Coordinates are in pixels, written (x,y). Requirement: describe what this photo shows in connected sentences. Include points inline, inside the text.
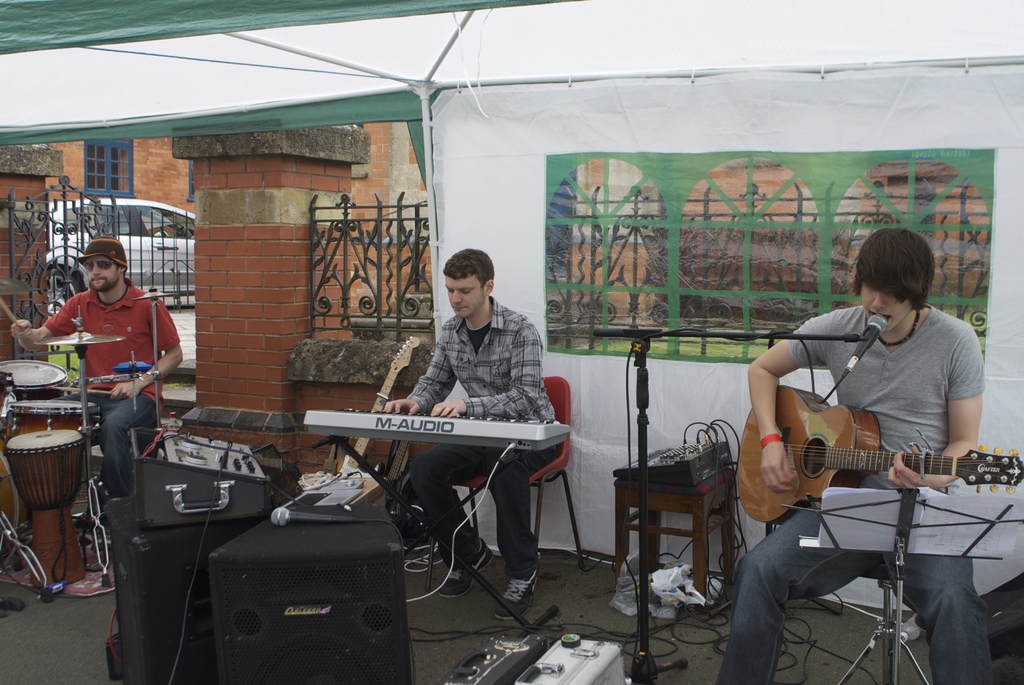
The image looks like it is clicked on the roads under the tent (773,257). There are three persons (150,385) in this image. To the left (102,344) the man (122,437) wearing red shirt (133,339) is playing drums (92,342). In the middle (483,365), the man (481,367) playing piano (379,419). To the right (896,413), the man (883,401) is playing guitar (810,450). In front of the image, there are speakers (378,612), boxes (546,660). At the top (435,27), there is a tent (423,49). In the background (243,216), there is a car (158,234), building (383,179) and red colored brick wall (265,280).
